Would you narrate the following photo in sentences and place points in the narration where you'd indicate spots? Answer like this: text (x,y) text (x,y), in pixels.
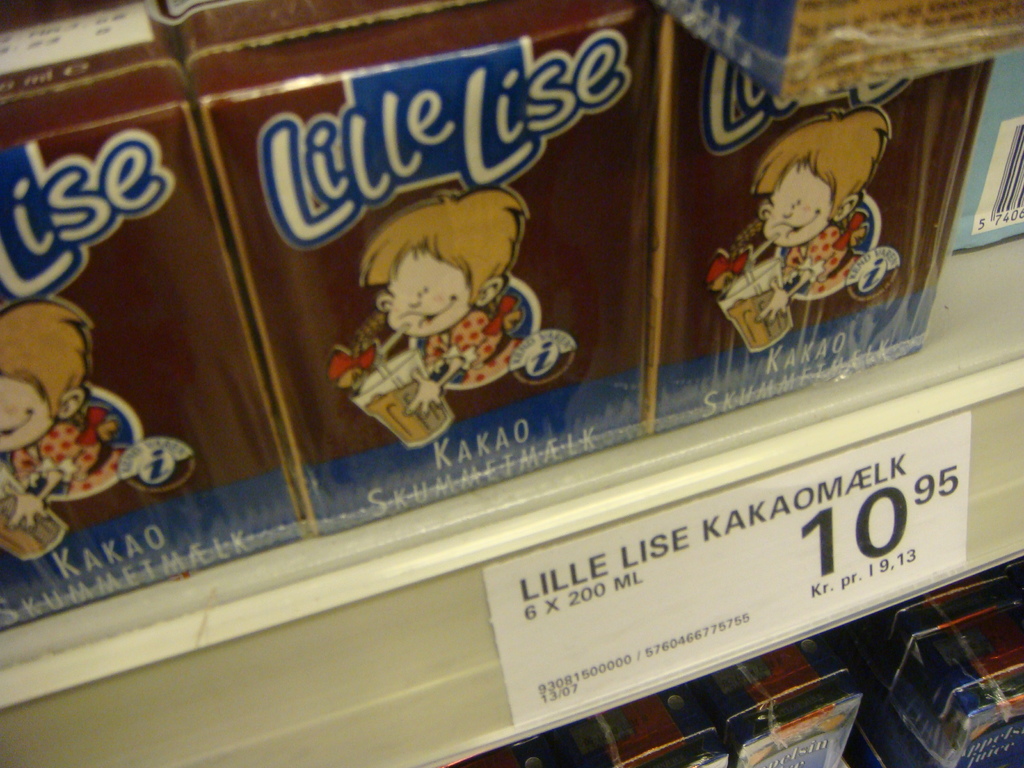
In this image there are some food items (758,367) arranged in the rack (472,629) and there is a label (662,604) with some text (553,585) on it.
